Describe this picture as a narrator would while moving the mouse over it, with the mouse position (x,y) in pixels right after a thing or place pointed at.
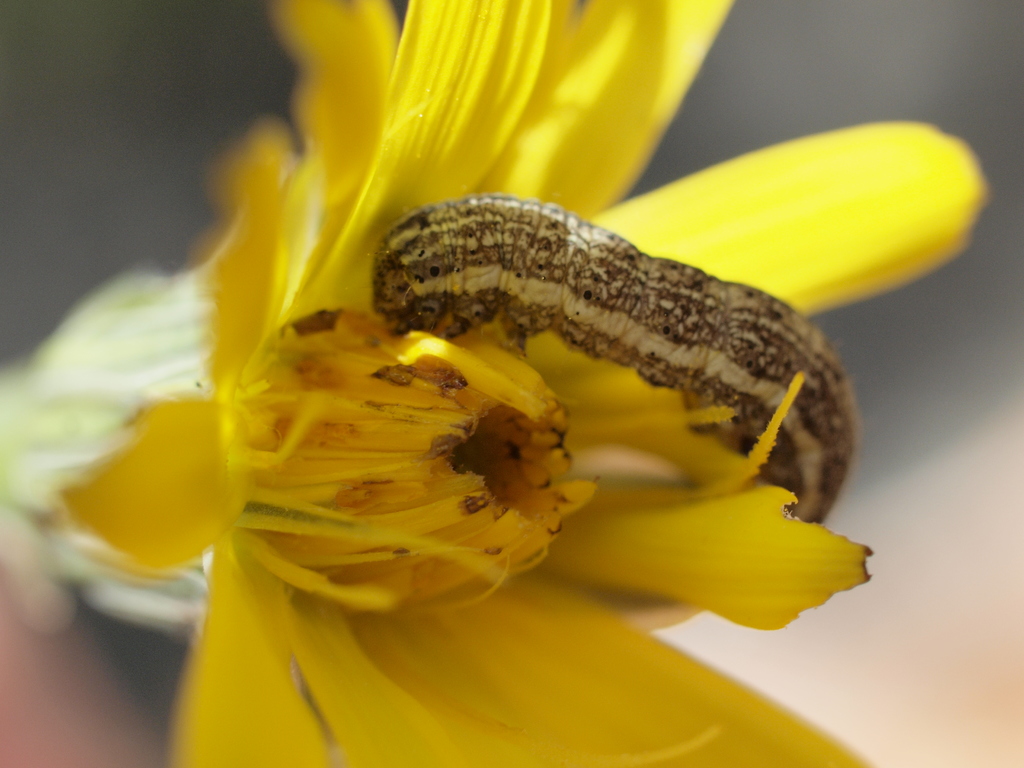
In this picture we can see a yellow color flower (479,436), there is a caterpillar (578,342) present on the flower (529,529), we can see petals (398,607) and pollen grains (511,379) of the flower (463,406), there is a blurry background (133,112).
